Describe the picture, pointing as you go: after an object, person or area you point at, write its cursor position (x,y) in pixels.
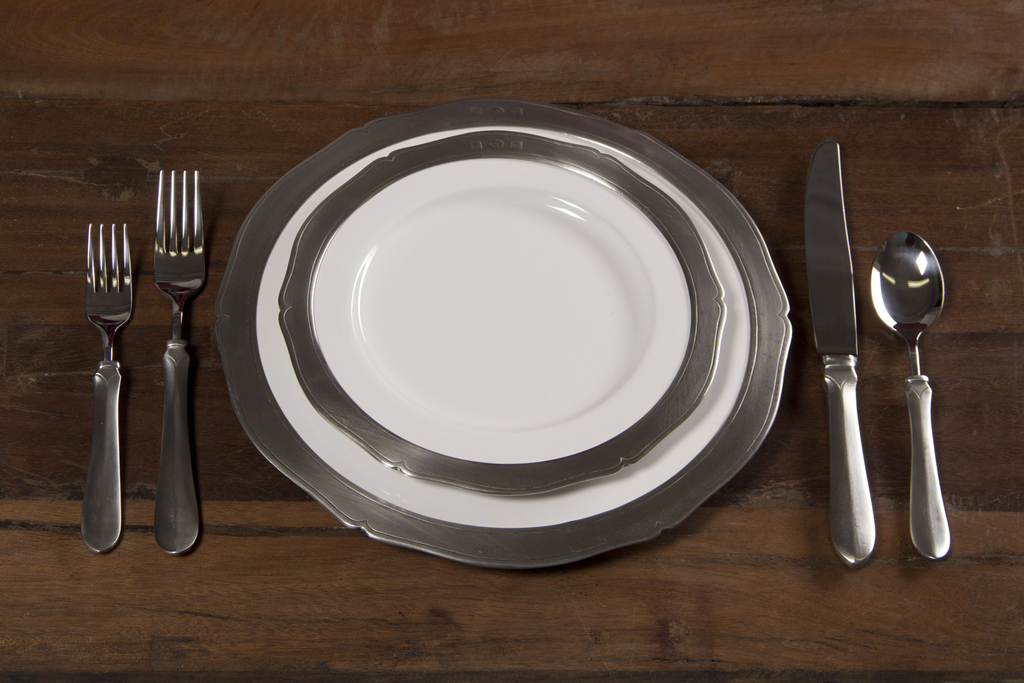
In this picture I can observe two plates (440,419) placed on the wooden surface (353,610). I can observe two forks (184,402), knife (849,481) and a spoon (899,314) on the wooden surface (321,602).
